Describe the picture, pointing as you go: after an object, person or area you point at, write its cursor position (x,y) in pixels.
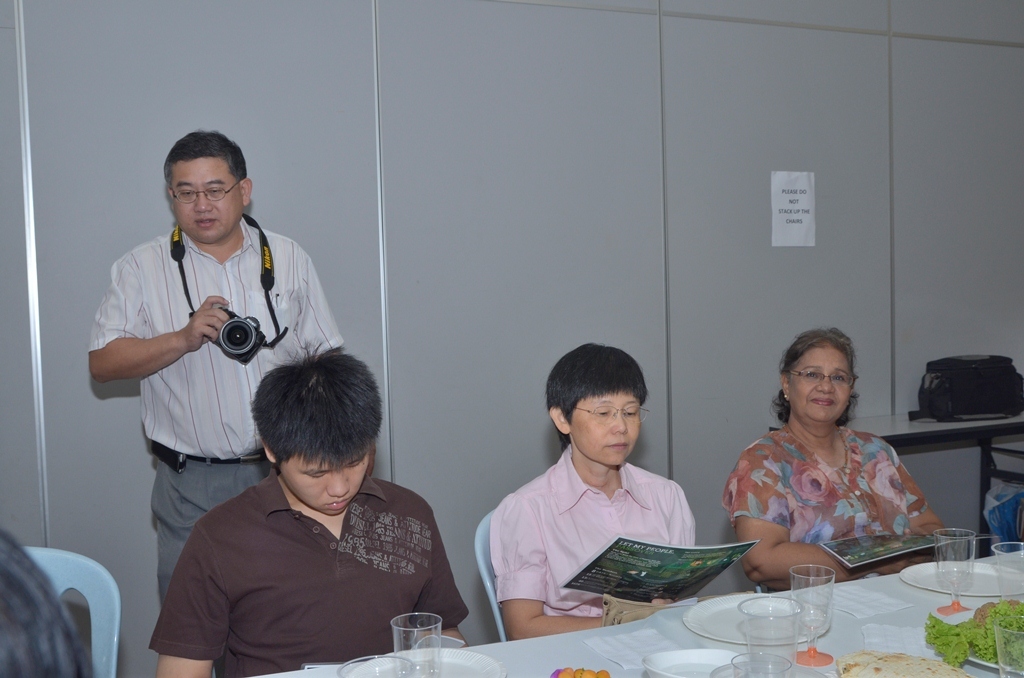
In this picture we can see two women (572,539) and a man (360,600) sitting on the dining table (470,646) and looking to the menu card (687,557). Behind there is a man (207,284), standing and taking the photos. In the background (486,75) there is a grey wall (493,165).
